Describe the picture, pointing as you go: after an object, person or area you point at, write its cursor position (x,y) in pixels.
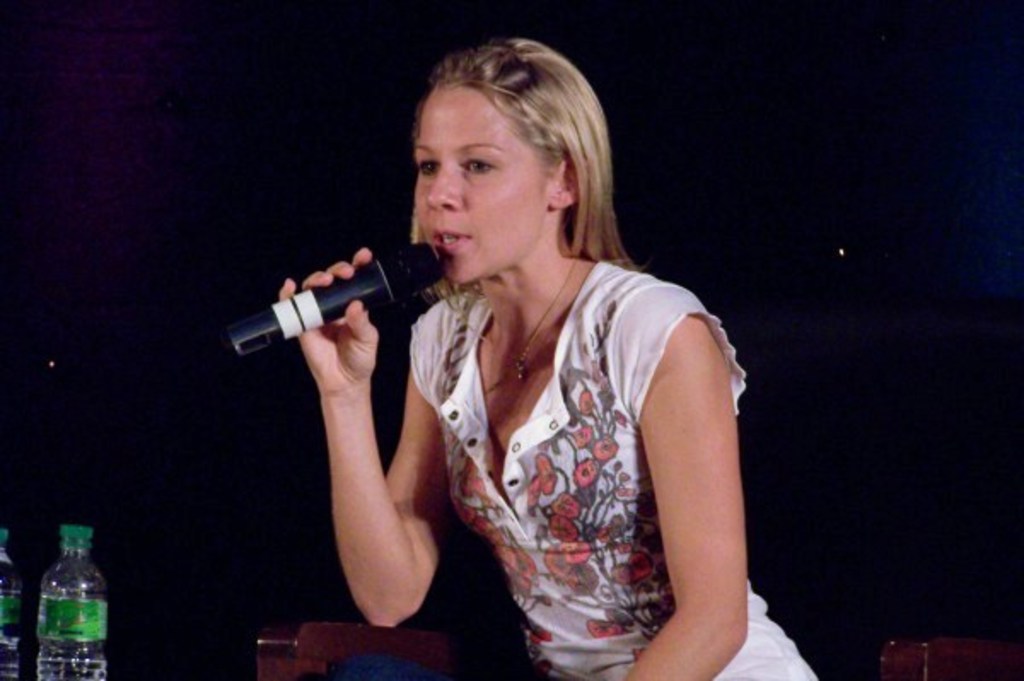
In the middle of the image (347,276) a woman (628,323) is sitting and holding a microphone (411,283) and talking. Bottom left side of the image (3,615) there are two bottles (14,656).
